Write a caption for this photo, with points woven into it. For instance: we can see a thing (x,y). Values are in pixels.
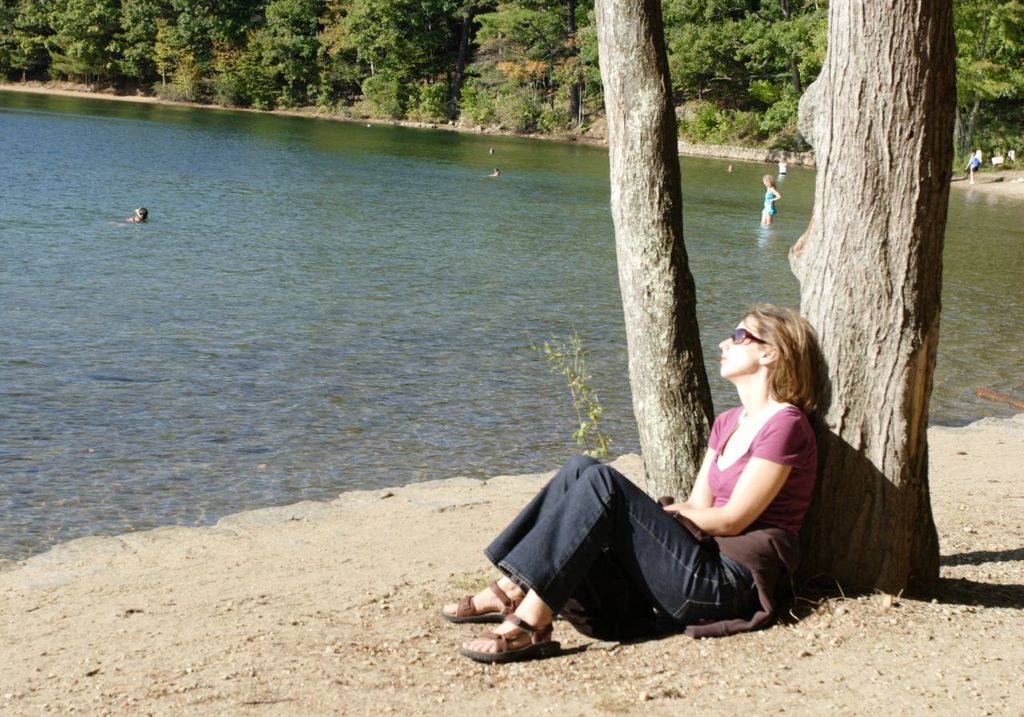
In this picture there is a woman (567,506) who is wearing spectacle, t-shirt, trouser (563,550) and shoe (517,599). She is sitting near to the tree (839,474). On the right (979,170) we can see group of persons (1014,153) standing near to the beach (982,184). On the water (464,253) we can see some peoples (772,190) are swimming. In the background (599,99) we can see many trees (419,37).
